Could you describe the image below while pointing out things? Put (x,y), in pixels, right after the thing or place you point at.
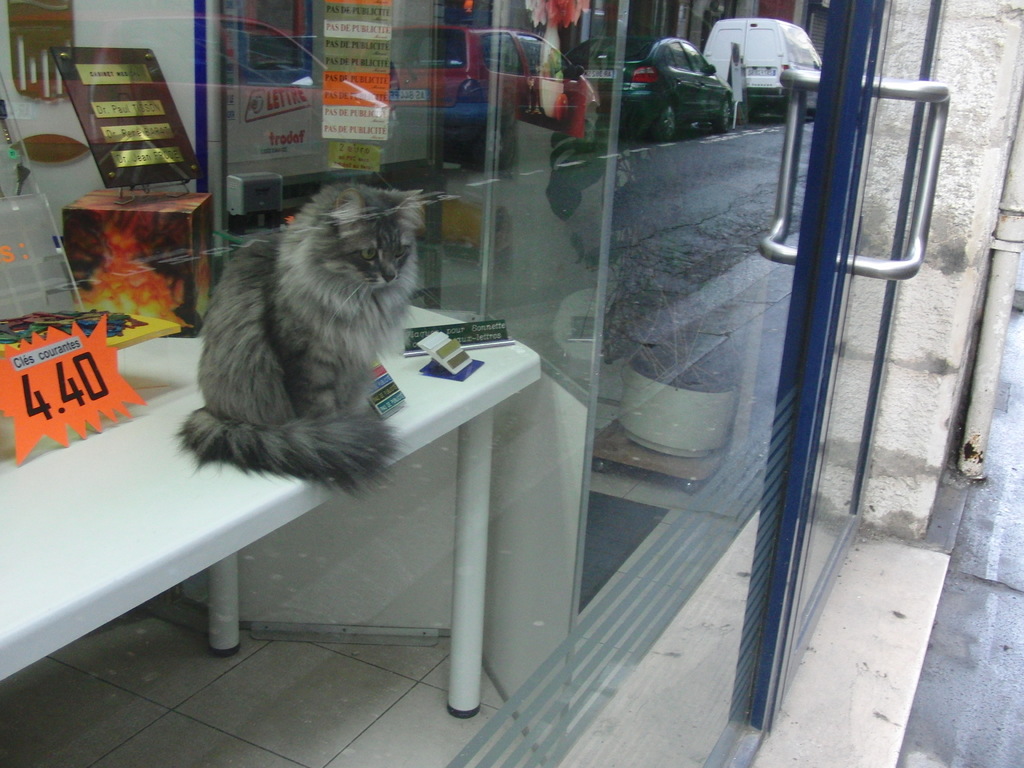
In this picture in the center (555,499) there is one store (384,422), and on the left side (312,379) there is one cat (303,429) who is sitting on a table (464,406). And on the table (478,480) there is some board (73,375), glass box (54,281) and some other objects (140,263). In the background (131,136) there are some boards (155,101), glass window (505,118), flower pot (679,407) and some vehicles (616,54), in the foreground (827,177) there is a glass door (845,370).
